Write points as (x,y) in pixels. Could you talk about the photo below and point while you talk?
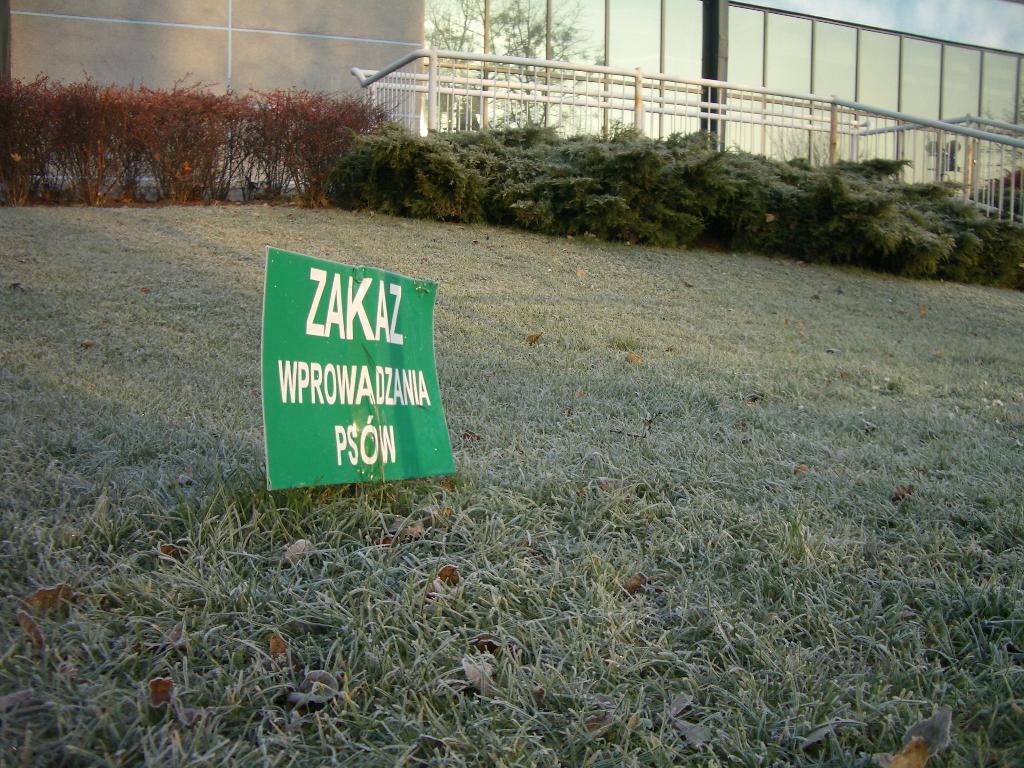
In the image we can see there is a banner (390,396) kept on the ground (471,454) and the ground (490,538) is covered with grass (19,453). Behind there are plants (506,154) and bushes (501,158).
